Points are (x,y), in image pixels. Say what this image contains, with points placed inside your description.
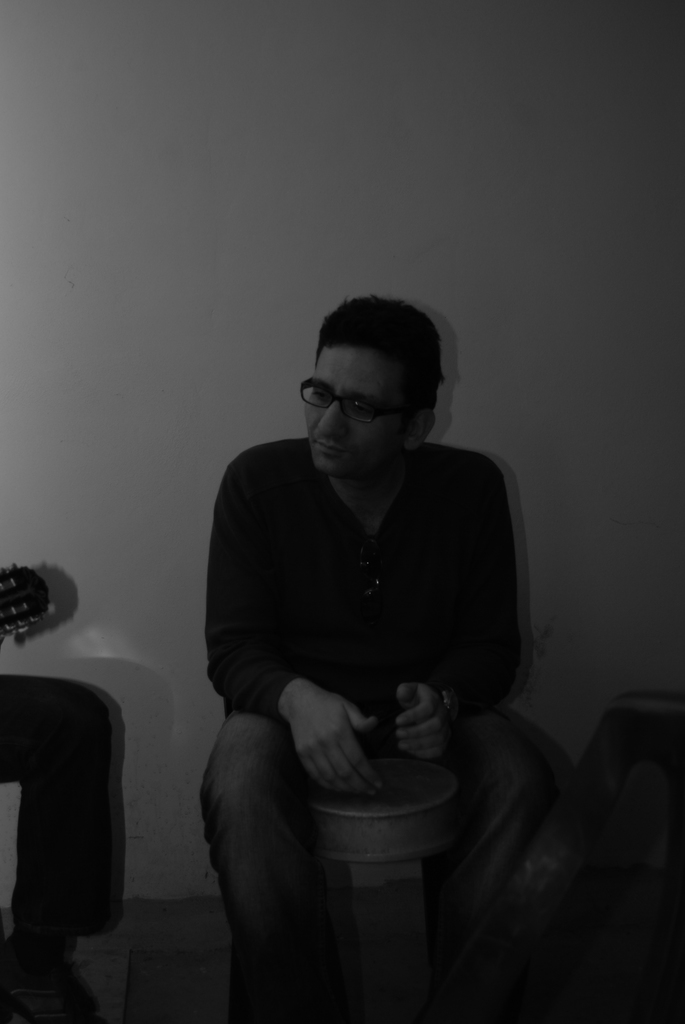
In this image we can see a man (423,651) sitting. On the left (87,748) we can see a person's leg (25,894). In the background (167,309) there is a wall (271,86).
